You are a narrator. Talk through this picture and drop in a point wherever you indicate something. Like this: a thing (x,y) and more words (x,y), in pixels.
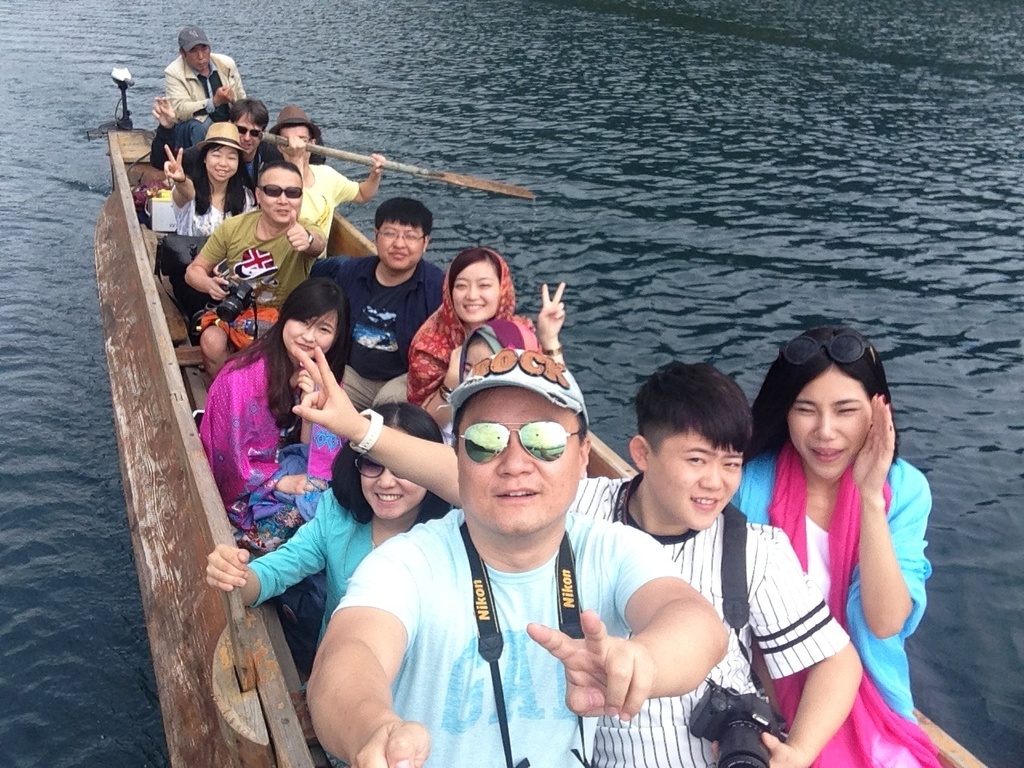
In this picture we can see the group of persons (508,385) were sitting on the wooden boat (184,473). At the bottom (414,636) there is a man (495,418) who is wearing goggles (474,430), t-shirt (477,680) and holding camera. Beside him we can see a boy (772,603) who is also holding a camera (744,749). In the back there is a man (297,159) who is holding the stick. On the right (828,211) we can see the water (771,198).
